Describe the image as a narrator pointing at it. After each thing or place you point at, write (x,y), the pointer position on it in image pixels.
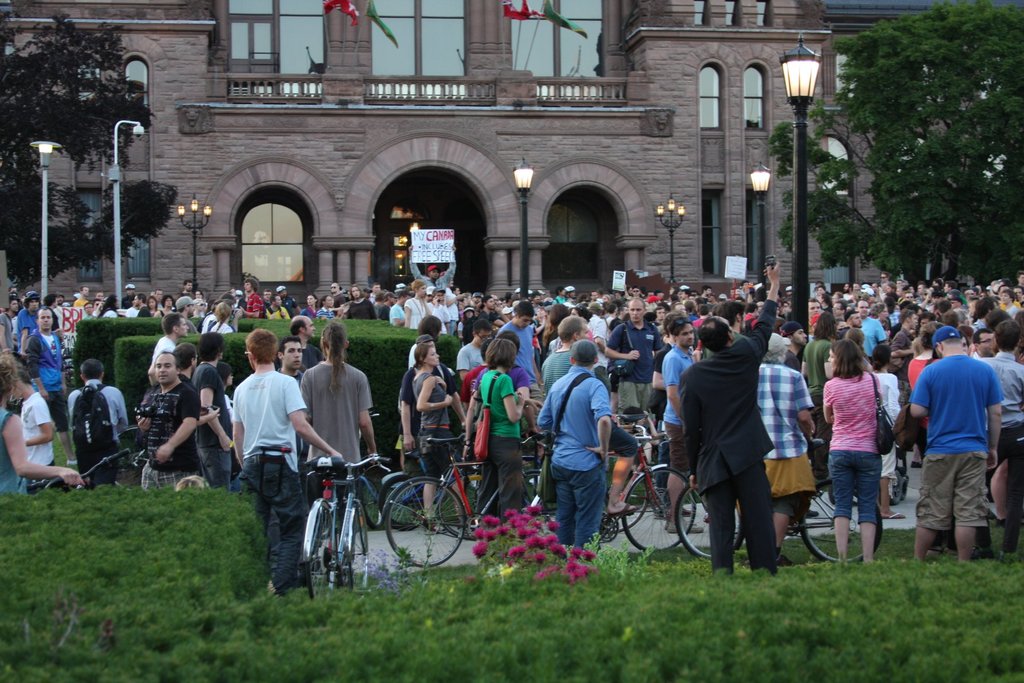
In this picture there are group of persons (468,351) standing where few among them (502,454) are holding bicycles (539,500) in their hands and there is a building (458,164) and a person (437,279) holding a sheet (431,257) which has some thing (432,243) written on it in the background (461,163) and there are trees (943,116) and few lights (764,164) on either sides of them.
